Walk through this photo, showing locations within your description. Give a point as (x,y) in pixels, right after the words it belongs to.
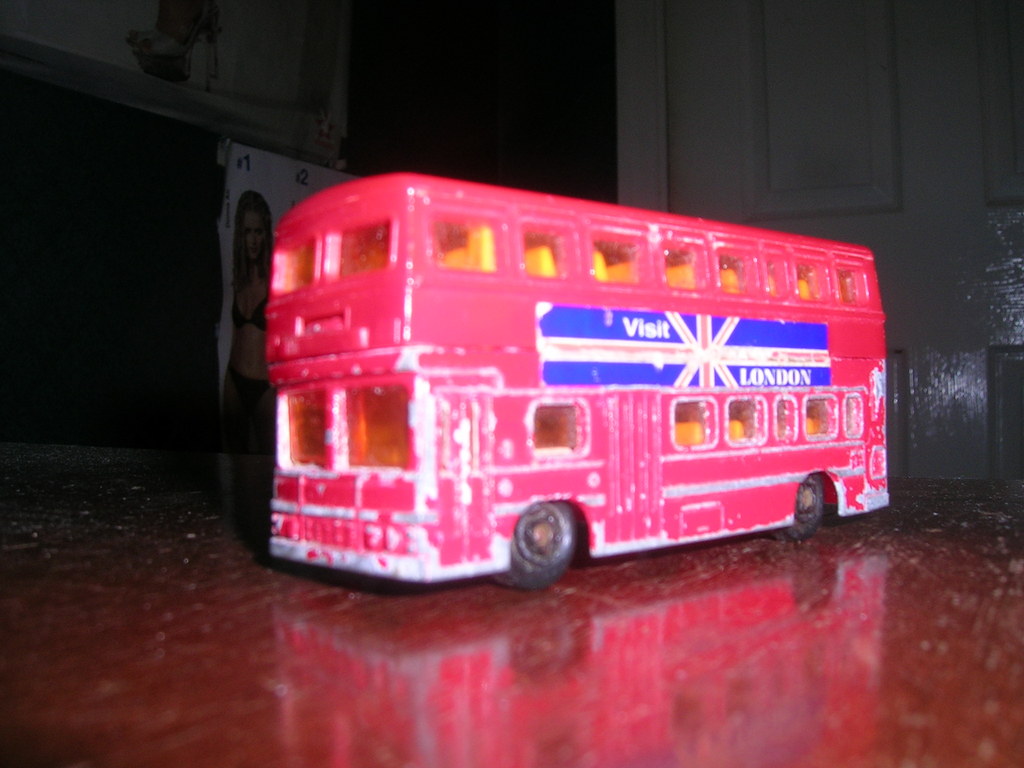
This picture shows a toy bus (468,523) on the table (90,497) and we see a door (950,369) and couple of posters (262,219).
